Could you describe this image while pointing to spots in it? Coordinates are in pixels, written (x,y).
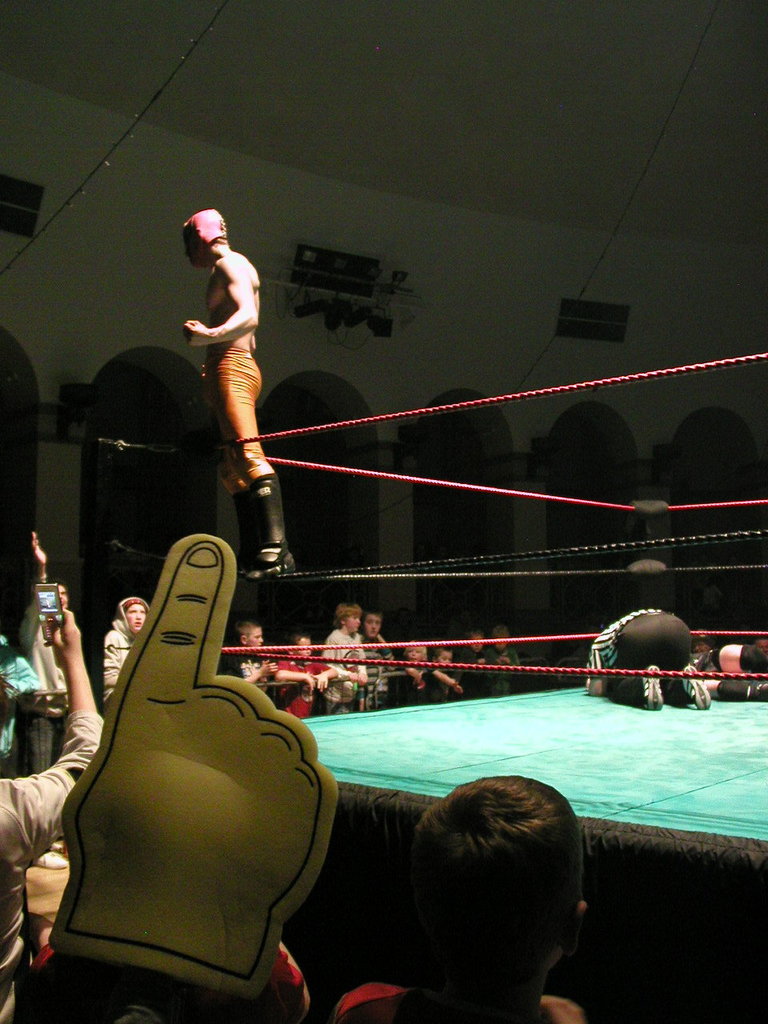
In this image there are persons (480,929) truncated towards the bottom of the image (30,810), there is a person (50,821) holding an object (58,622), there are group of persons (287,673) standing, there is a fencing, there are persons (679,653) in the ring (473,579), there are ropes (649,541) truncated towards the right of the image (676,368), there is wall (234,217) truncated towards the right of the image (724,324), there is a wall (58,264) truncated towards the left of the image (11,156), there are objects (336,288) on the wall (407,338), there are wires (68,202) truncated towards the top of the image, there is the roof (447,54) truncated towards the top of the image (497,95).
